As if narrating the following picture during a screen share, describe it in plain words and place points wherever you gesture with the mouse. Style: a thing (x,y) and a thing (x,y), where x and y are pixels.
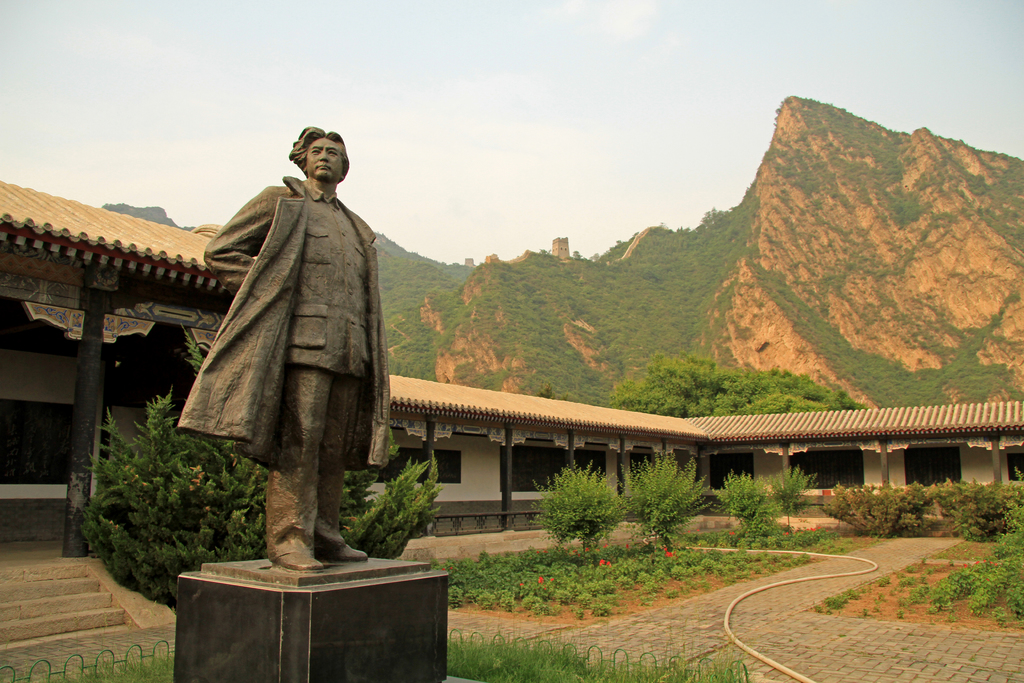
In this image I can see the statue (290,334) in brown color. In the background (652,477) I can see few plants (665,464) in green color, flowers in red color and I can see the shed (633,451) in white and brown color. In the background (631,192) I can see the mountains (387,249) and the sky (521,106) is in white color.
